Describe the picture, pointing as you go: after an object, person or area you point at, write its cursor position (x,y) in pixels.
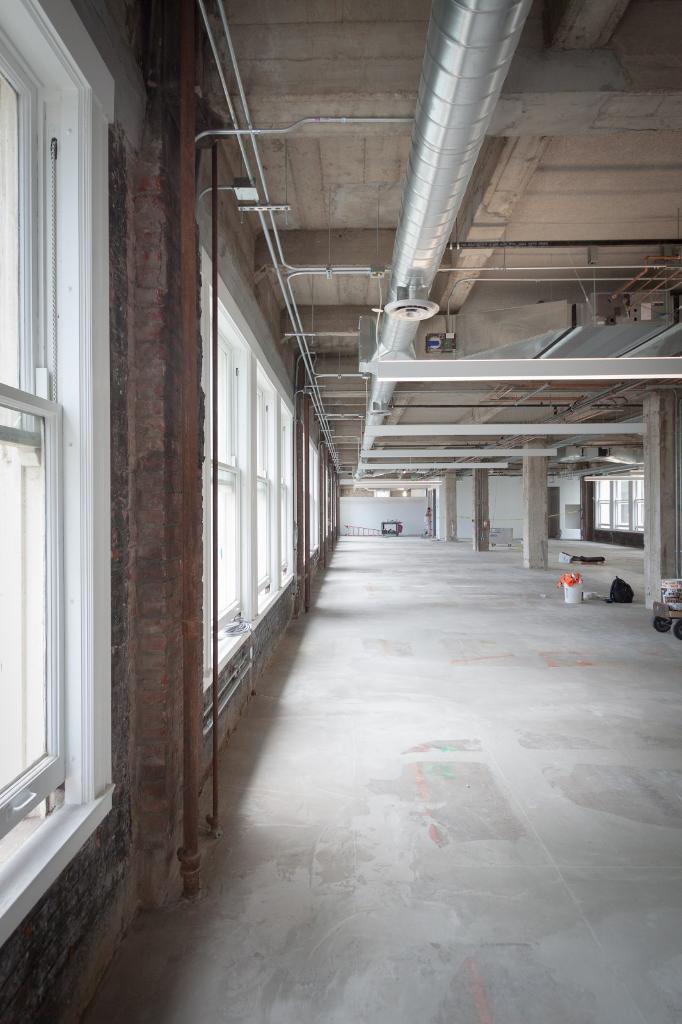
In this image we can see an inside view of a building (385,464) and a pipe (469,11) attached to the ceiling (596,171), there are few pillar (648,582), few objects (668,622) on the floor (453,804) and windows (21,476) to the wall (323,485).
